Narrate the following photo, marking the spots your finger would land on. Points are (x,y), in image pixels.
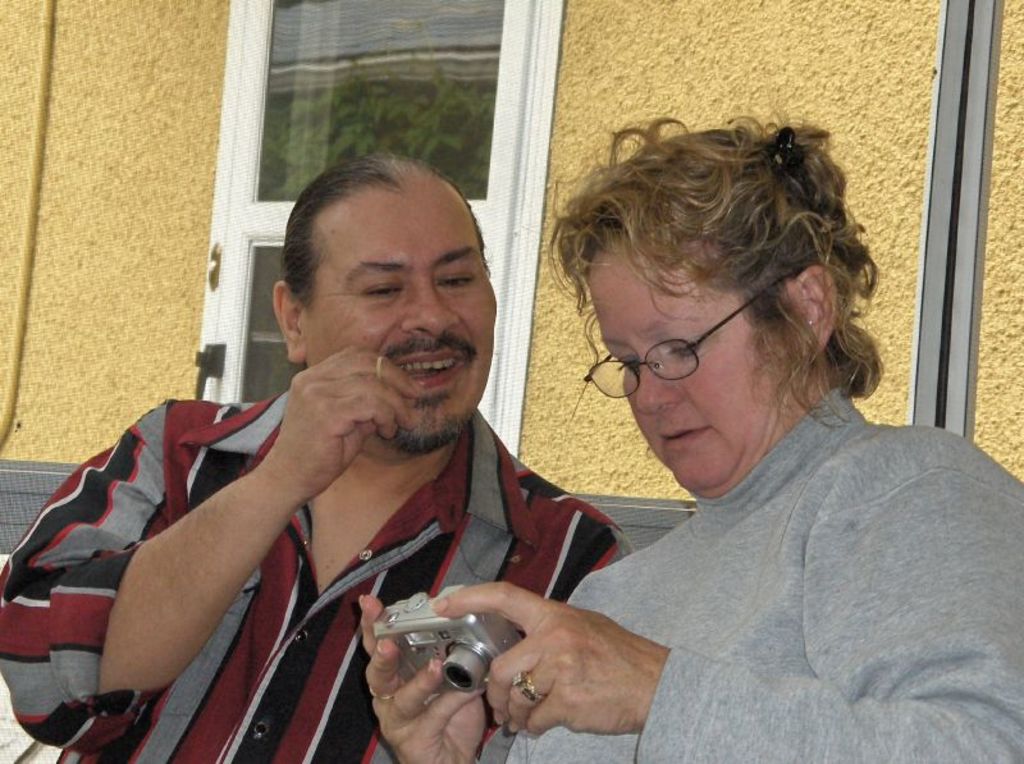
In this picture there is a woman (775,585) wearing grey T-shirt (821,605) is holding a camera (472,635) in her hands (560,637) in the right corner (789,587) and there is a person (451,574) sitting beside her and there is a yellow color wall (666,85) which has a glass door (389,100) in between it in the background (318,112).
